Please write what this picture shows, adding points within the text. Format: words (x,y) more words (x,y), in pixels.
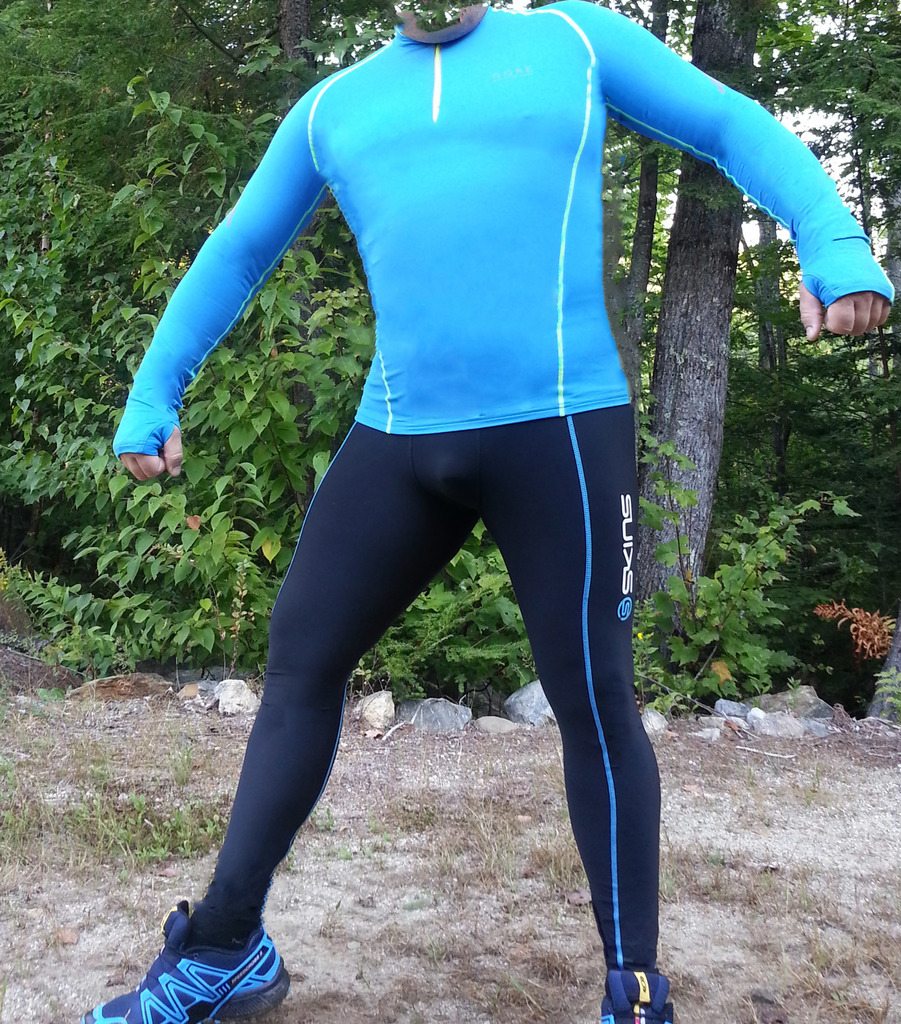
In the center of the image (587,520), we can see a person (566,694) standing and in the background (77,214), there are trees (676,608) and we can see some rocks (435,730) on the ground (381,877).
